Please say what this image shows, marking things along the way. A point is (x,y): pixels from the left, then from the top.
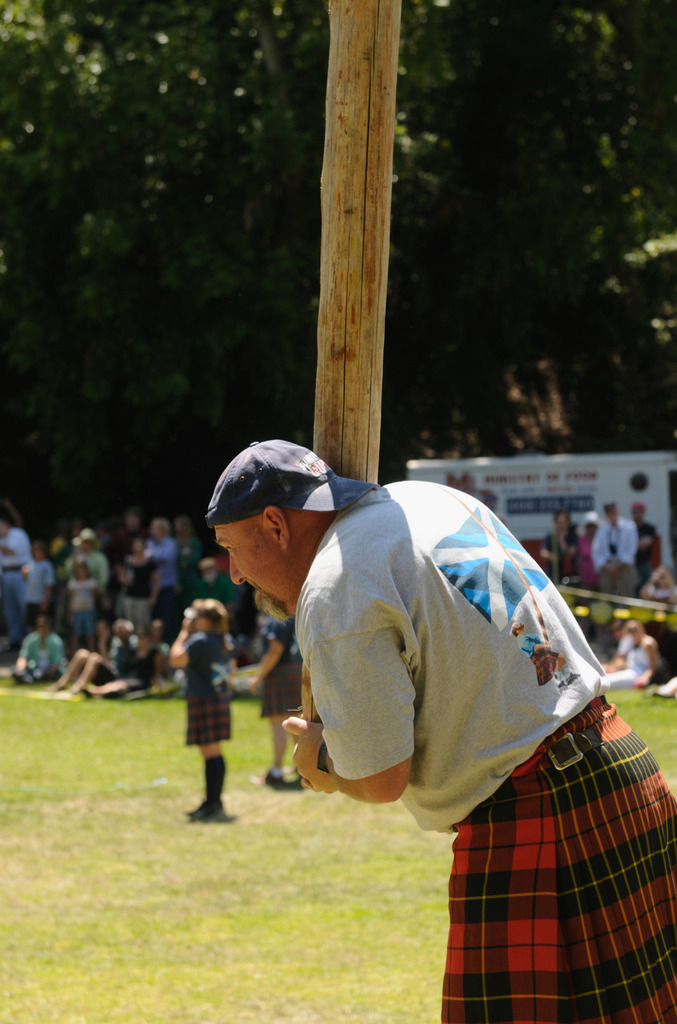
There is a man (413,505) standing and holding a wooden object (331,351) and we can see grass (106,738). In the background (207,480) we can see people (143,676), vehicle (474,496) and trees (252,139).
